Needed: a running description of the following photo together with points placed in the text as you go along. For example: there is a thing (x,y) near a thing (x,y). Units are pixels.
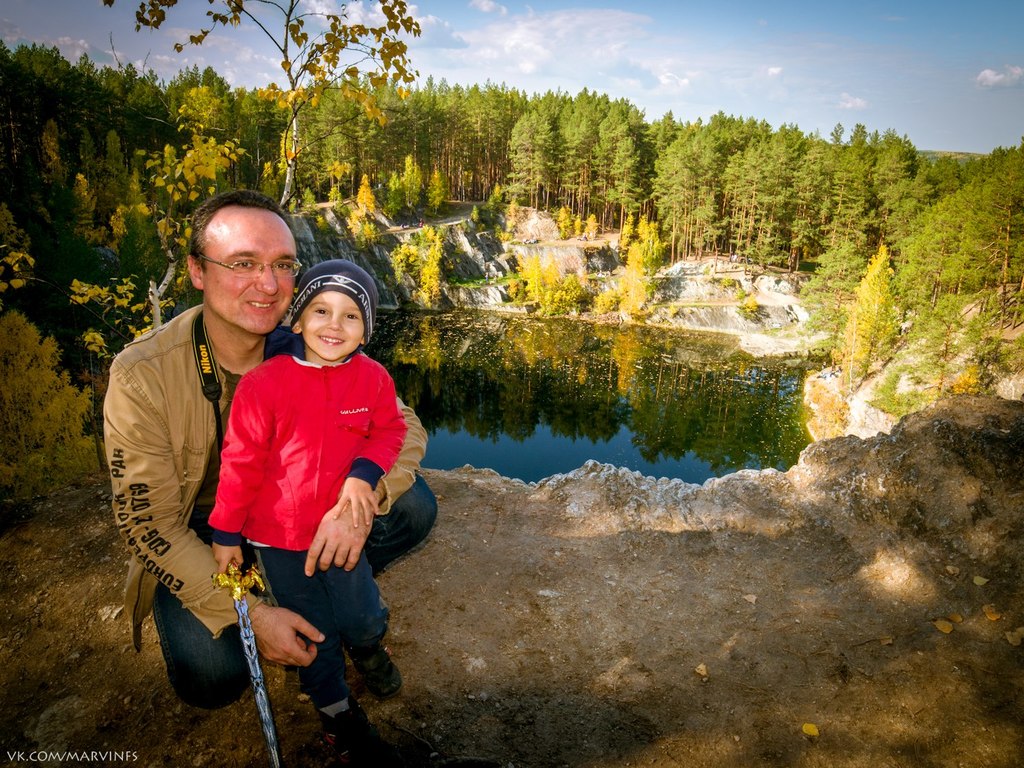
In the front of the image (298,297) I can see a person (180,586) and boy (366,337). Boy (302,387) is holding a sword (230,567). In the background of the image (534,63) there are trees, plants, water (476,336) and sky (556,45).
